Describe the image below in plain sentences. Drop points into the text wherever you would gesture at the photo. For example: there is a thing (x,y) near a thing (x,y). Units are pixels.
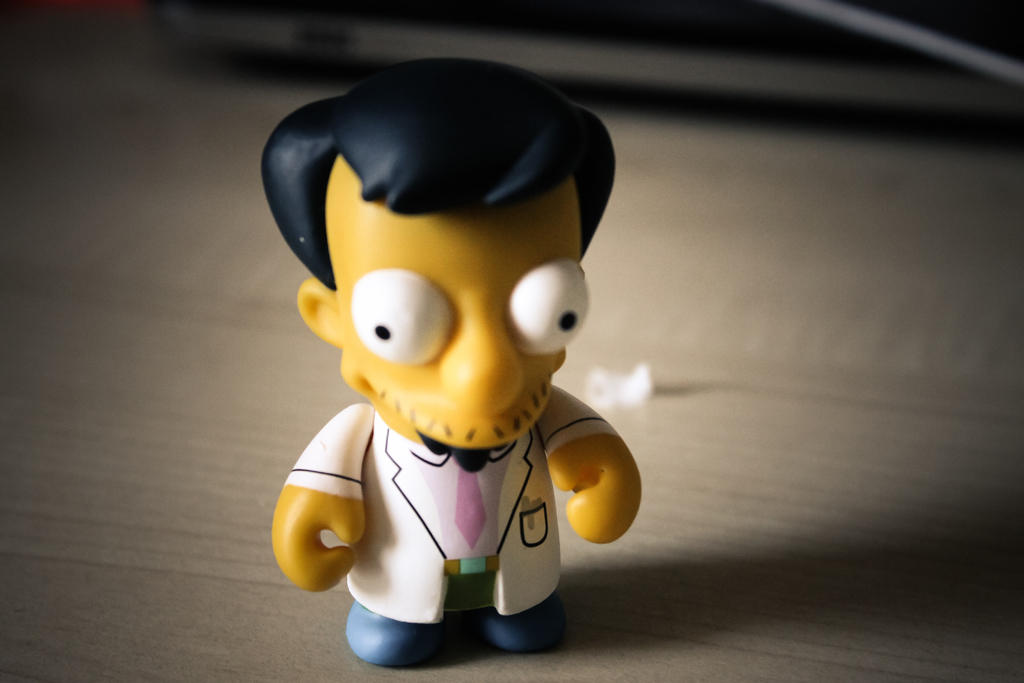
In this image we can see a doll (551,544) which is placed on the surface (128,568).
